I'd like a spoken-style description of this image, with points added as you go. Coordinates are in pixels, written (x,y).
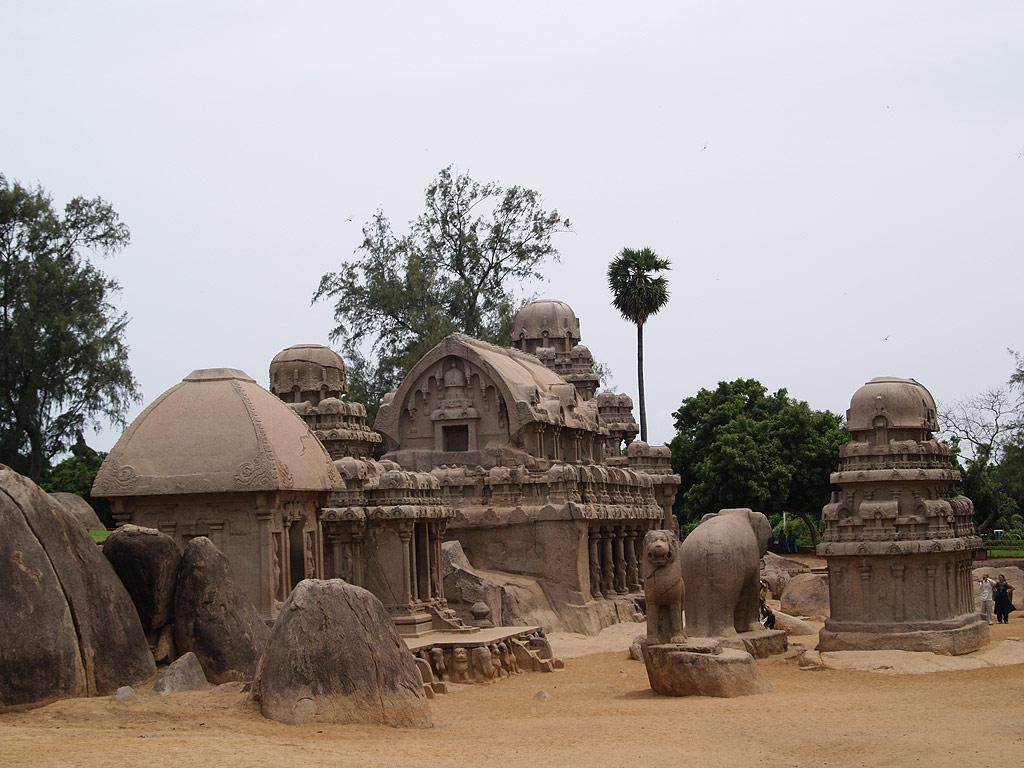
In this image we can see ancient architecture (549,593), ground (629,667), people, statues (706,652), and trees (736,504). In the background (344,209) there is sky (580,78).
